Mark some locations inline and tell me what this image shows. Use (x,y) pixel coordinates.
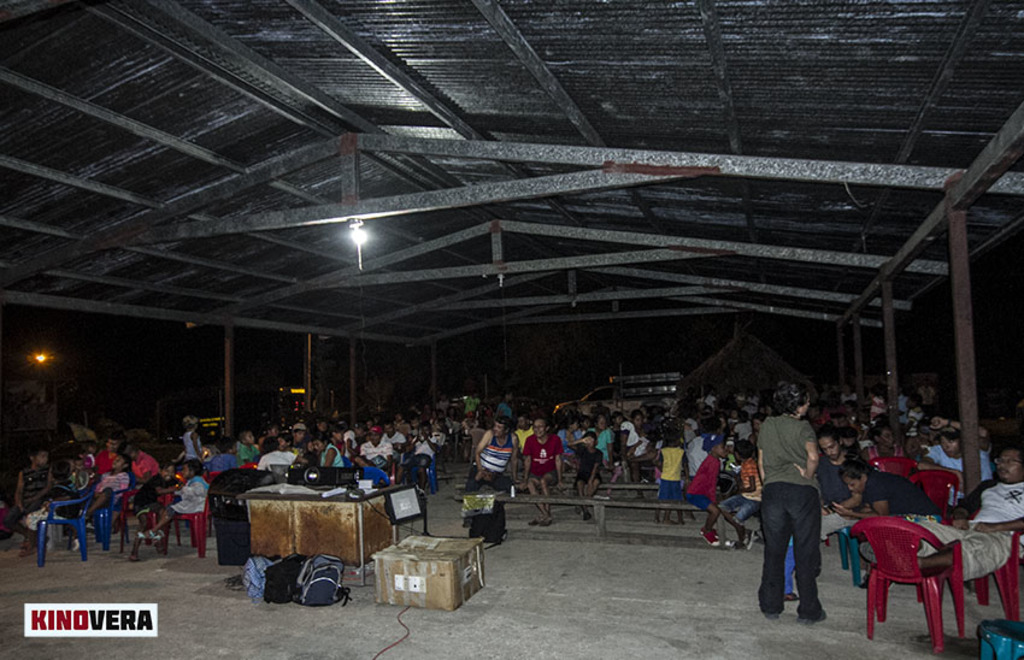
As we can see in the image there is a light (356,242) and many people (491,414) sitting and standing and there are chairs (857,564), benches (631,501), box (417,592) and bags (286,592).
